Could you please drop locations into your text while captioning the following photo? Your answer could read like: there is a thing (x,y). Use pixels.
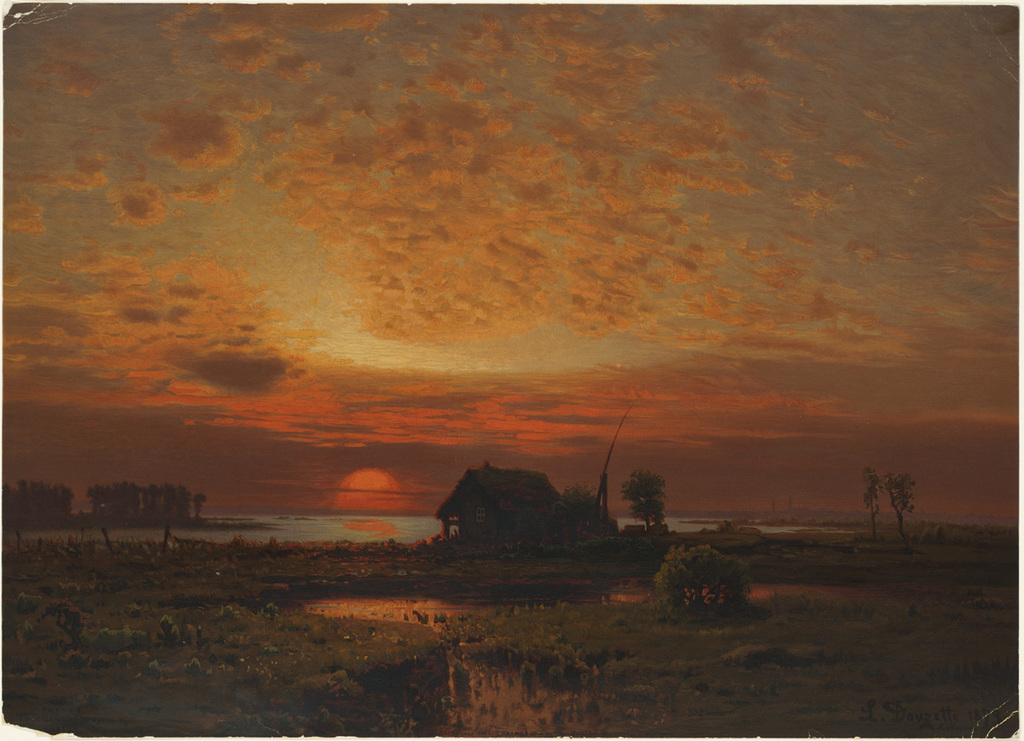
In this picture, we can see the ground (470,629) with grass (506,631), water (492,587), the house (504,529), trees (9,490), and the sky (453,379) with clouds (462,399), we can see the sun (394,502) set.
